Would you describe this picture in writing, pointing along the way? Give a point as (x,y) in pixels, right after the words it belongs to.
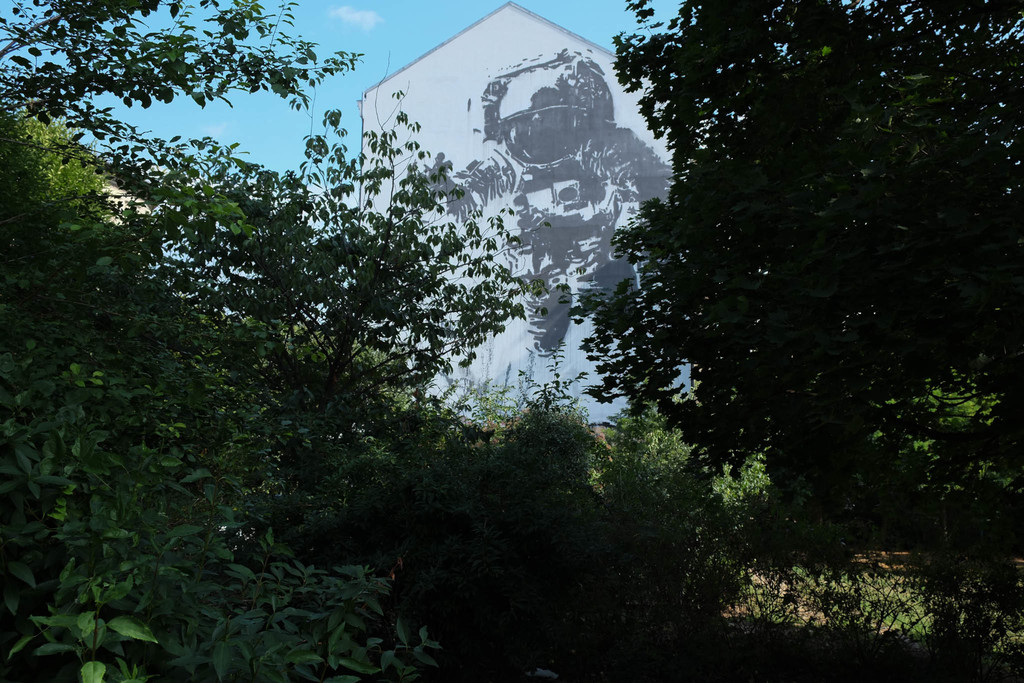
In this image we can see trees (718,562). In the back (498,161) there is a wall (529,196) with a painting (529,196). In the background (247,131) there is sky (261,124) with clouds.
